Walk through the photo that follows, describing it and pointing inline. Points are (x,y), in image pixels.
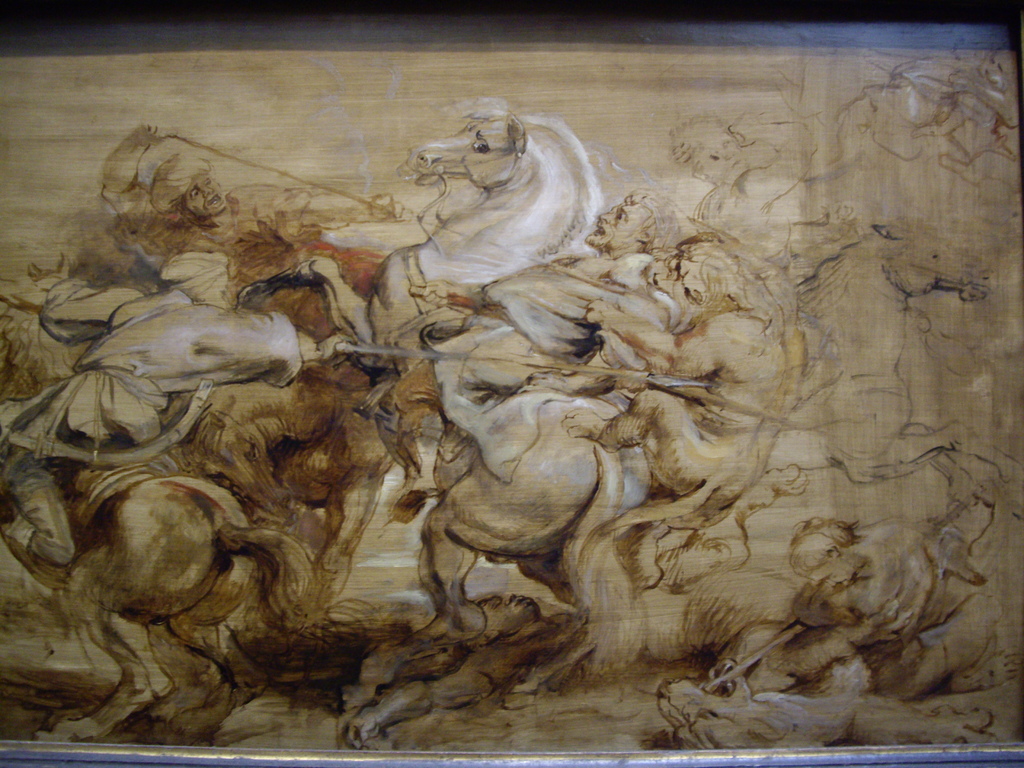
In this image I can see a painting (477,489) which is brown and cream in color in which I can see few animals (520,394) and few persons (551,308).
